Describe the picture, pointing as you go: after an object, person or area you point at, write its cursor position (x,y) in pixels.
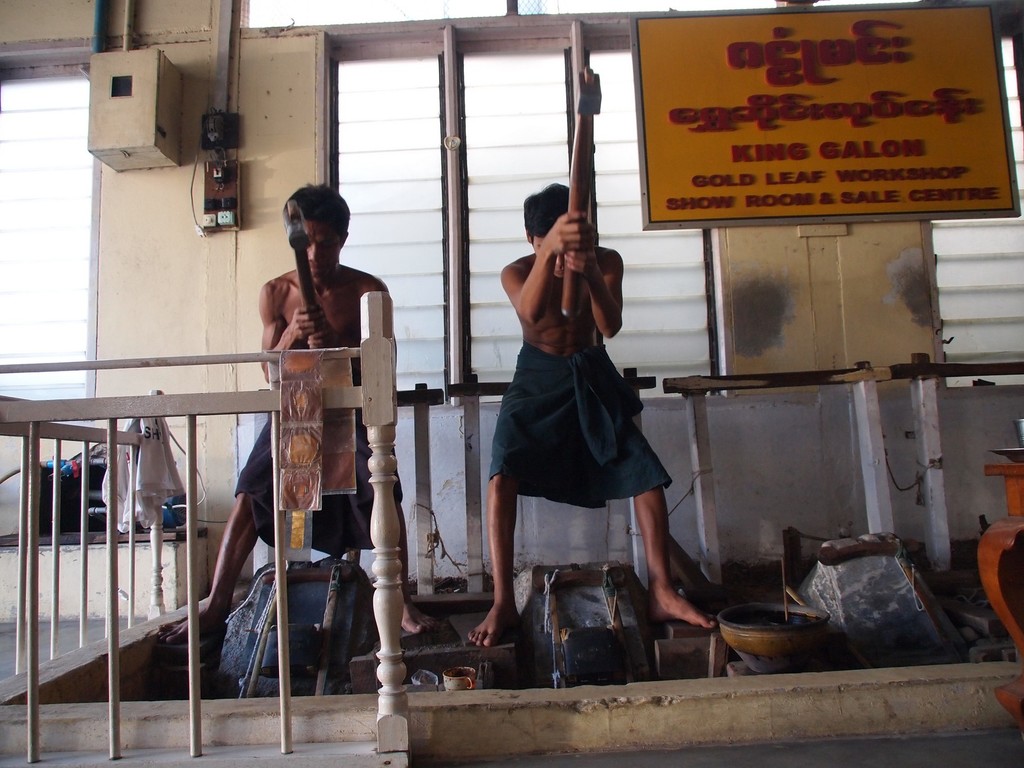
In the picture we can see two men (299,285) are working in goldsmith shop (753,594) and they are holding hammers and hitting something to shape and around them, we can see a railing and behind them, we can see a wall (181,263) with a window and glass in it and beside it we can see a meter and some switches (213,207) beside it.
